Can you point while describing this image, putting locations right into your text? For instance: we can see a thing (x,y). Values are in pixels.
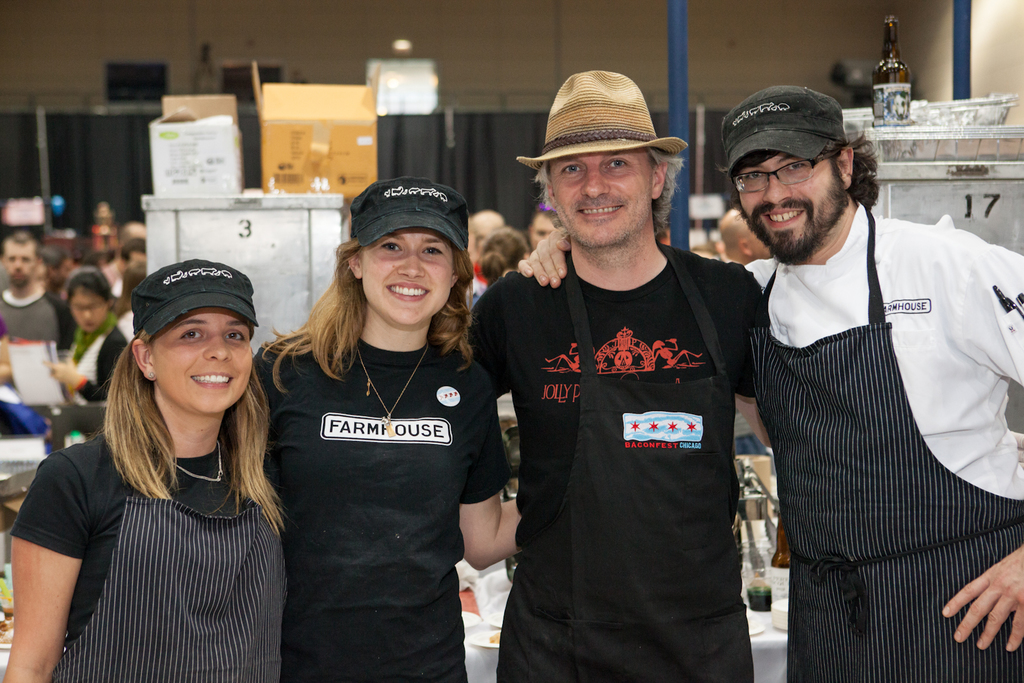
In the middle of the image (499,286) few people (147,332) are standing and smiling. Behind them there are some tables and few people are standing. Top of the image (765,62) there is a wall (782,43) and curtain (91,183) and there are some boxes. Top right side of the image (900,54) there is a bottle (888,120).
